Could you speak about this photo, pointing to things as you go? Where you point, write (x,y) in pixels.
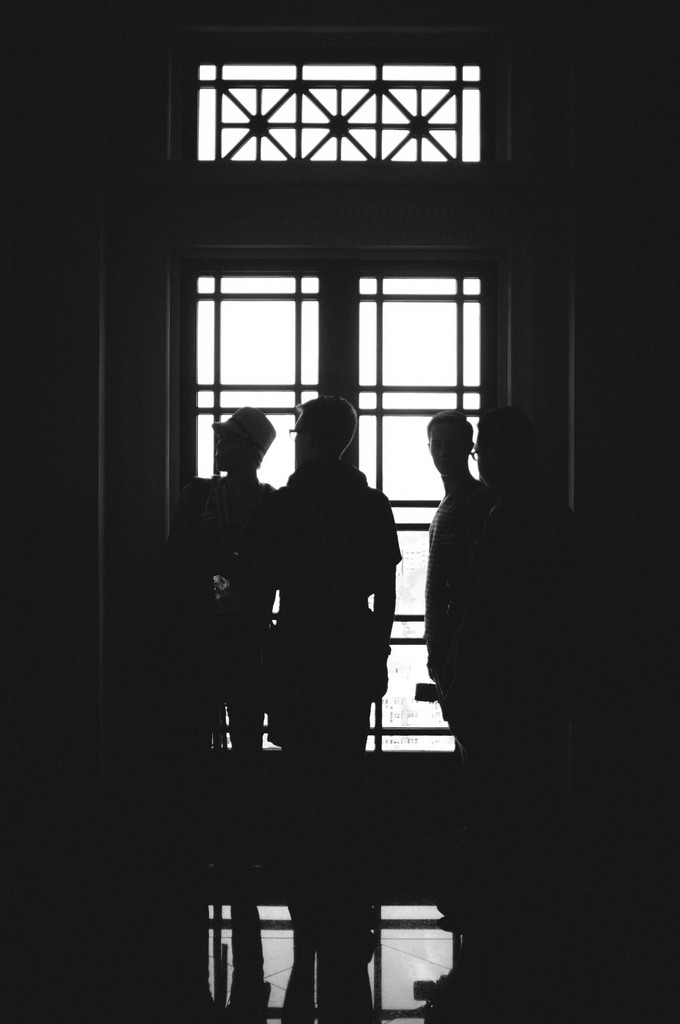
This is an image clicked in the dark. Here I can see four persons (256,643) are standing. At the back of these people (266,568) I can see a window (357,368) to the wall (124,345).
